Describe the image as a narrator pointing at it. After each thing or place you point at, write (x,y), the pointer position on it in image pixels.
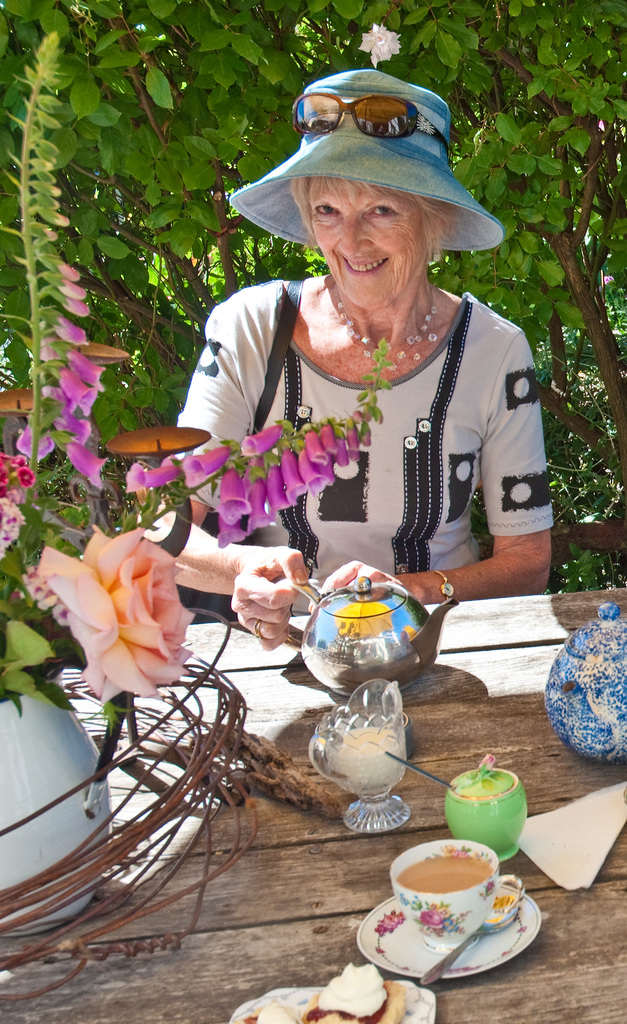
In the center of the picture (252,583) a woman (346,308) is seated holding a teapot (385,605), she is smiling. She is wearing a blue hat (377,153). In the foreground (477,674) there is a table (419,759), on the table (567,756) there is a tea cup (464,936), two tea pot (335,645), flower vase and food (326,1000). In the background (226,110) there are trees (181,163).
